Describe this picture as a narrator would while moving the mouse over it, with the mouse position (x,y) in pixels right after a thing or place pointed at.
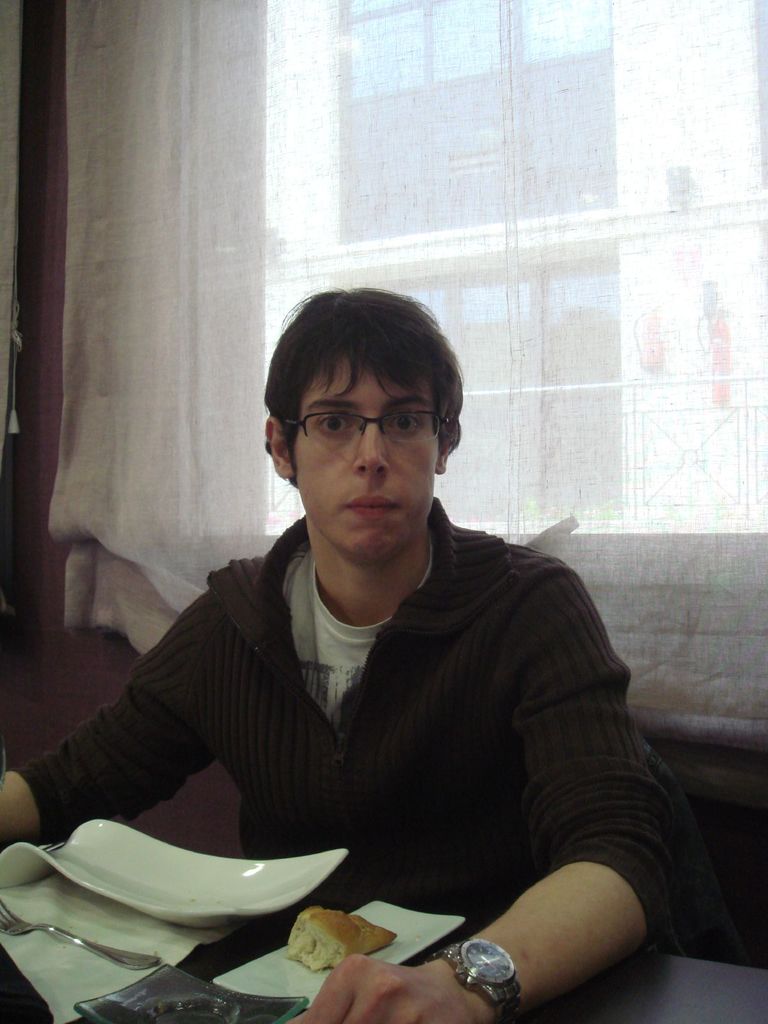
In this image we can see a person (463,743) sitting in front of a table (449,938), on the table (232,936), we can see a fork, napkin (45,943), plate (408,941), food item (374,931), behind the person (373,881) we can see a window (383,114) and a curtain (560,289), also we can see a building (554,152).
